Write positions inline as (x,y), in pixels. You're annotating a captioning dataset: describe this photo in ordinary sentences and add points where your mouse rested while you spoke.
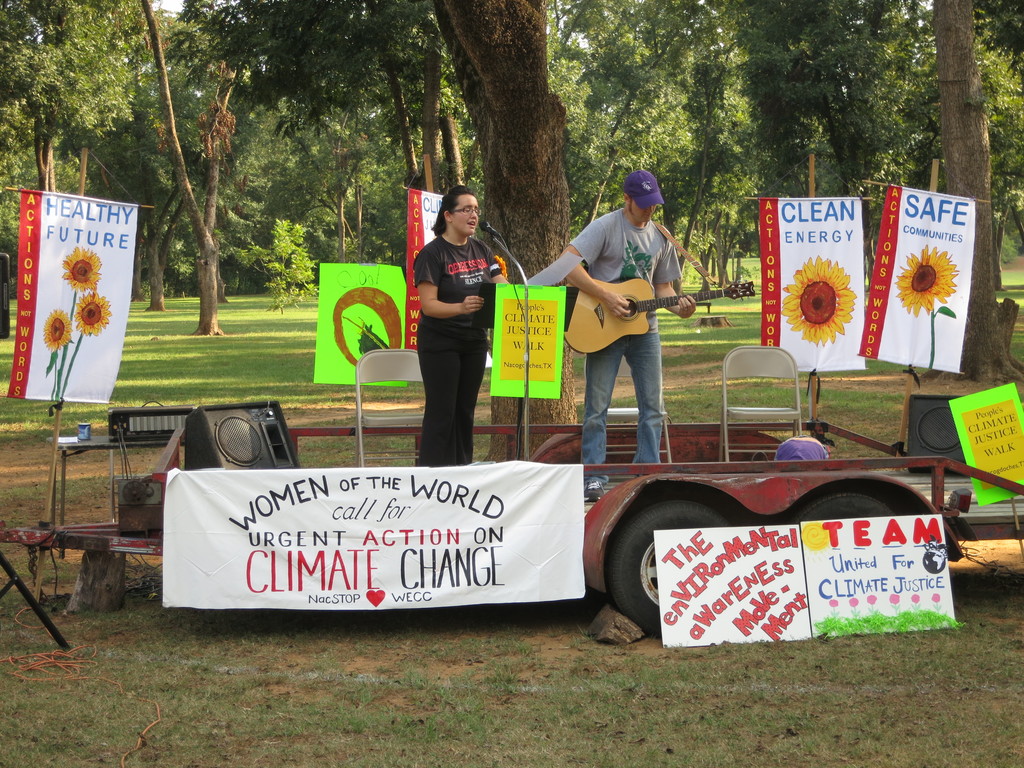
In this image I can see two people (443,447) where a man (614,369) is holding a guitar (751,283). I can also a mic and few posters (854,211). In the background (741,158) I can see number of trees (721,105), chairs (726,425) and a speaker (234,438).
